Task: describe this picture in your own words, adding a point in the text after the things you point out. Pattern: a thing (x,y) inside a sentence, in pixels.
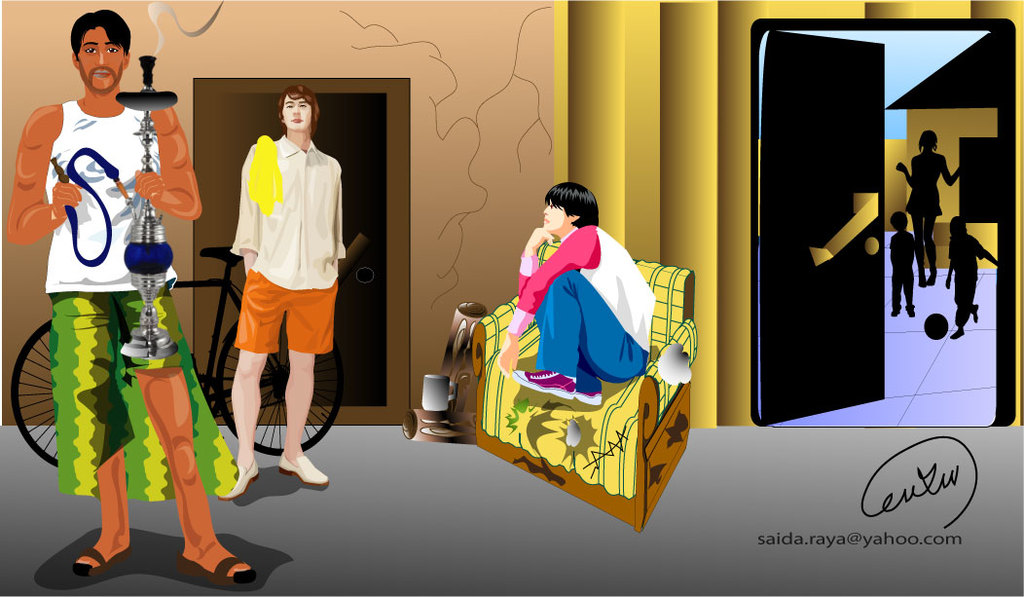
In the picture we can see a painting (641,432) on it we can see a man (111,154) standing with hukka pot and behind him we can see another person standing near the bicycle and in the background (947,359) we can see a wall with two doors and one door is opened.
